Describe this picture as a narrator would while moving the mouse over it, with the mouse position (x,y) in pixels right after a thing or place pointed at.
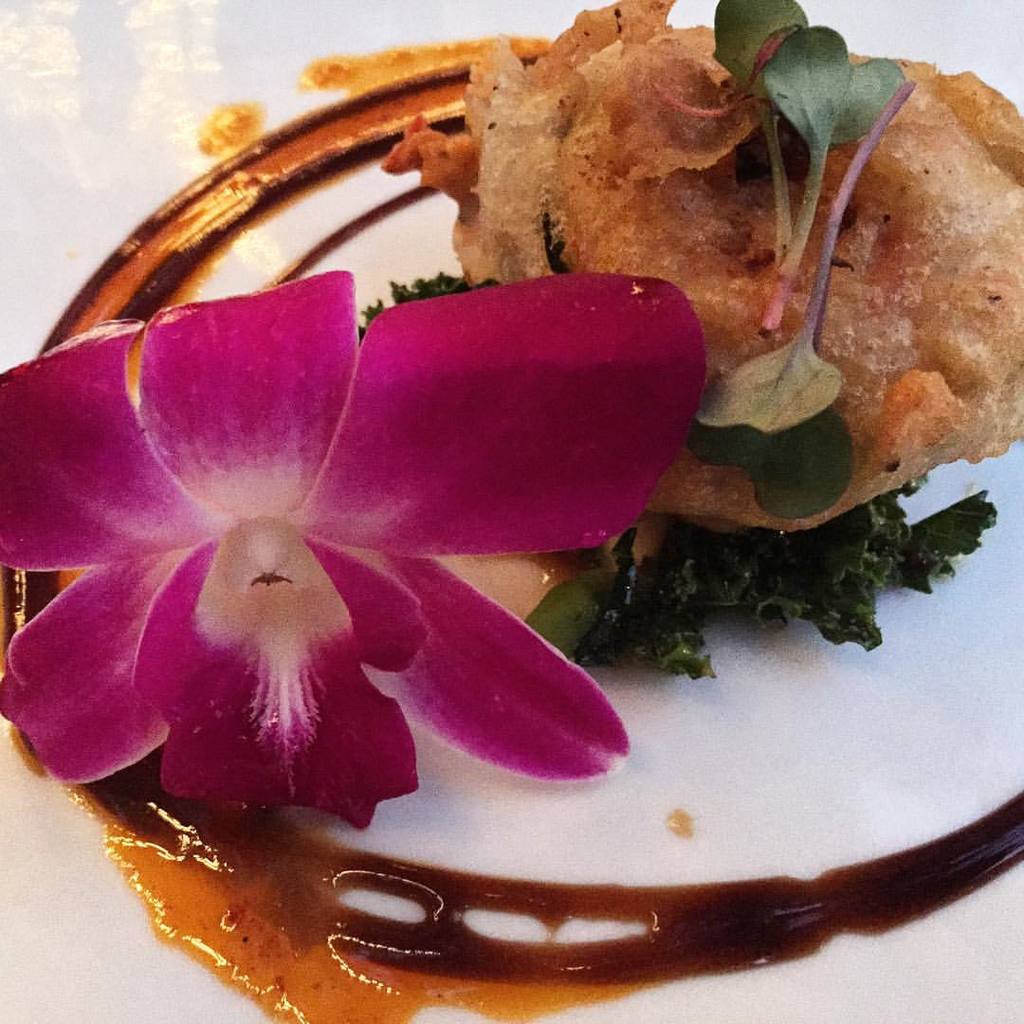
In this image, we can see a food item (649,98) and also a flower (346,620).
